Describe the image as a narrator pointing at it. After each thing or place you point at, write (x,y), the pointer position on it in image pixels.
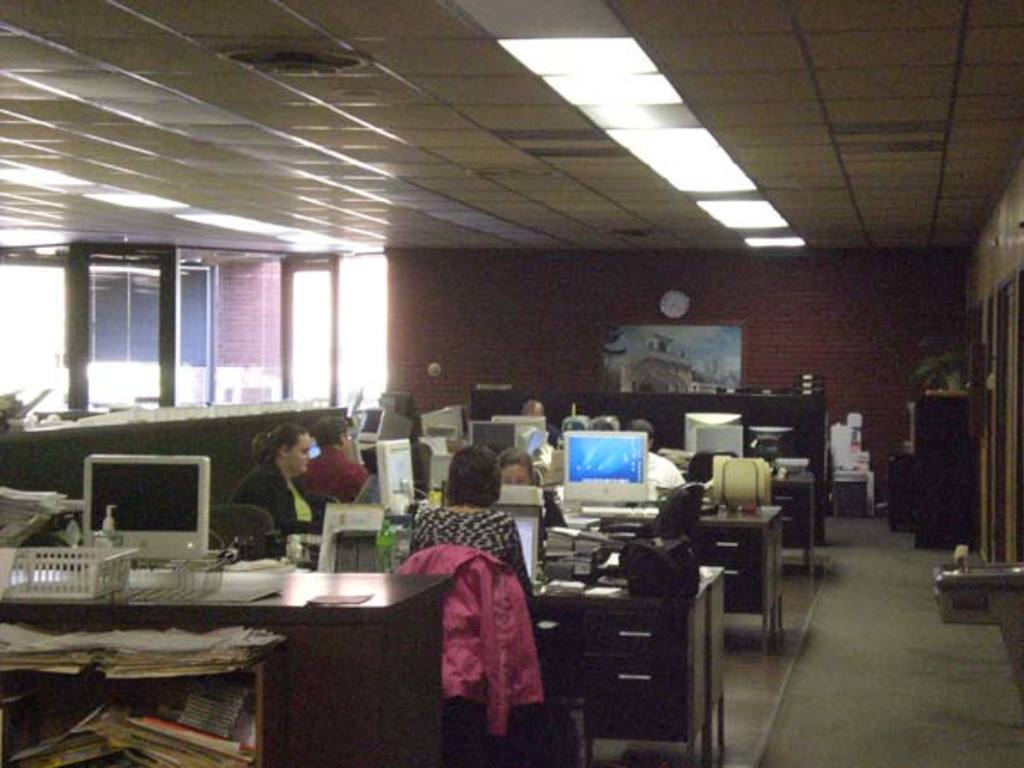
In this image I can see the group of people (472,544) sitting in-front of the desk (340,640). On the desk (384,625) there are the systems (523,544), books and the bags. In the background (319,304) there is a window (226,344) and the frame (608,331) to the wall (596,305).
